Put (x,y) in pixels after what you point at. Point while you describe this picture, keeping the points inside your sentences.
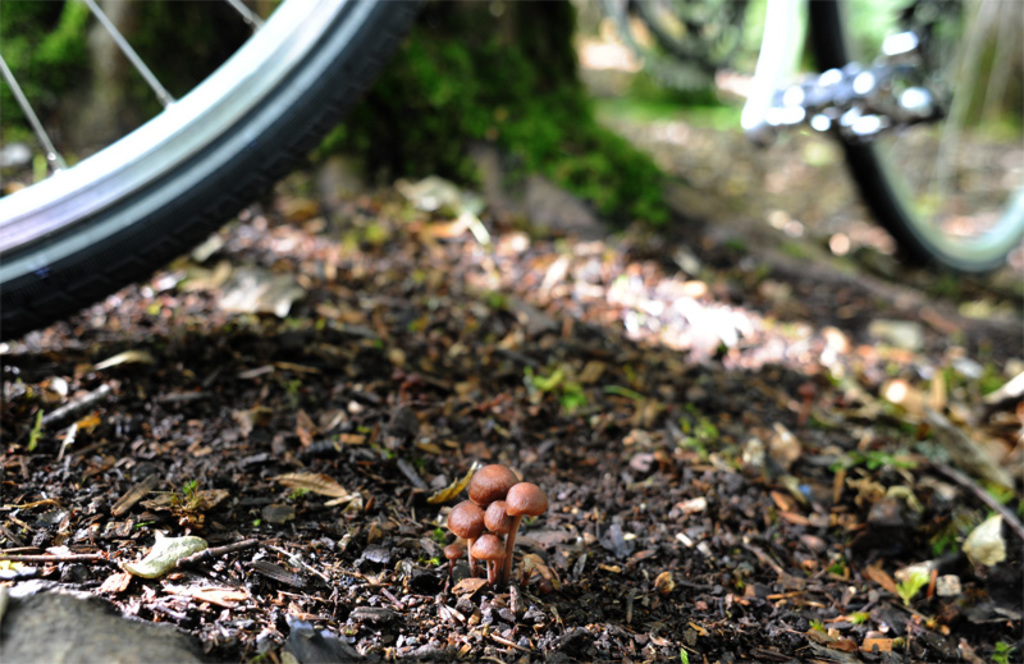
Background (578,7) portion of the picture is blur. In this picture we can see the partial part of a bicycle (360,56). At the bottom portion of the picture (802,463) we can see the ground (568,387), dried leaves (127,567) and tiny mushrooms (523,487).
